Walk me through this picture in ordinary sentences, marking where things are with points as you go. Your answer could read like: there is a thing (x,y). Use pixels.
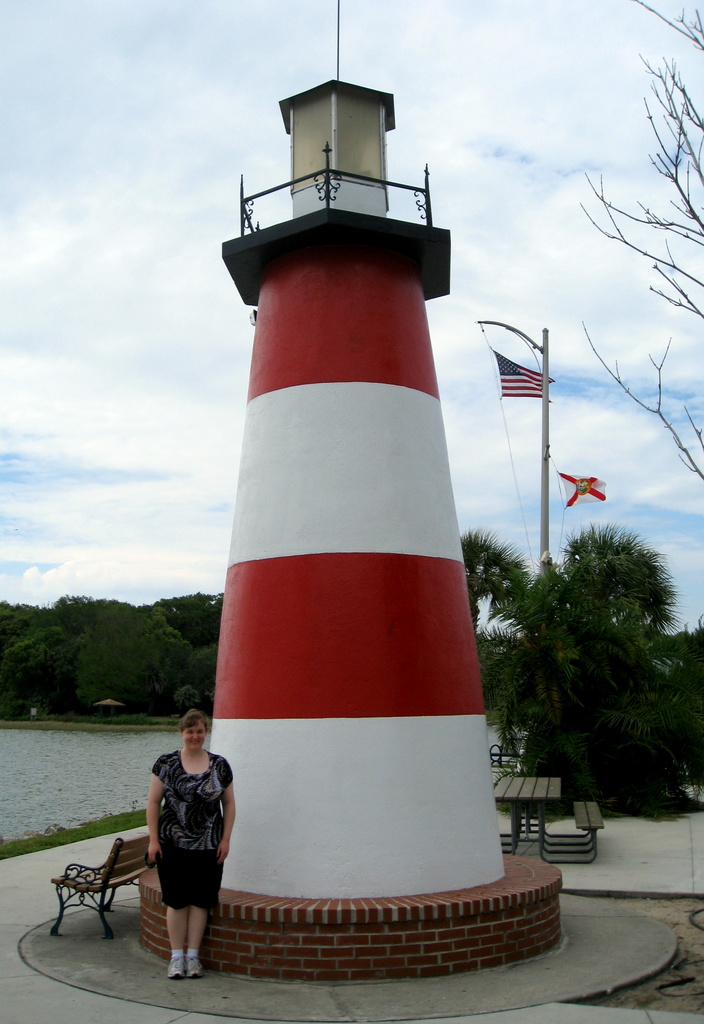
In the picture I can see a woman (198,871) is standing on the ground (173,991). In the background (570,669) I can see benches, a table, flags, trees (589,645), the water (145,789), a tower (250,669) and the sky (466,330).
